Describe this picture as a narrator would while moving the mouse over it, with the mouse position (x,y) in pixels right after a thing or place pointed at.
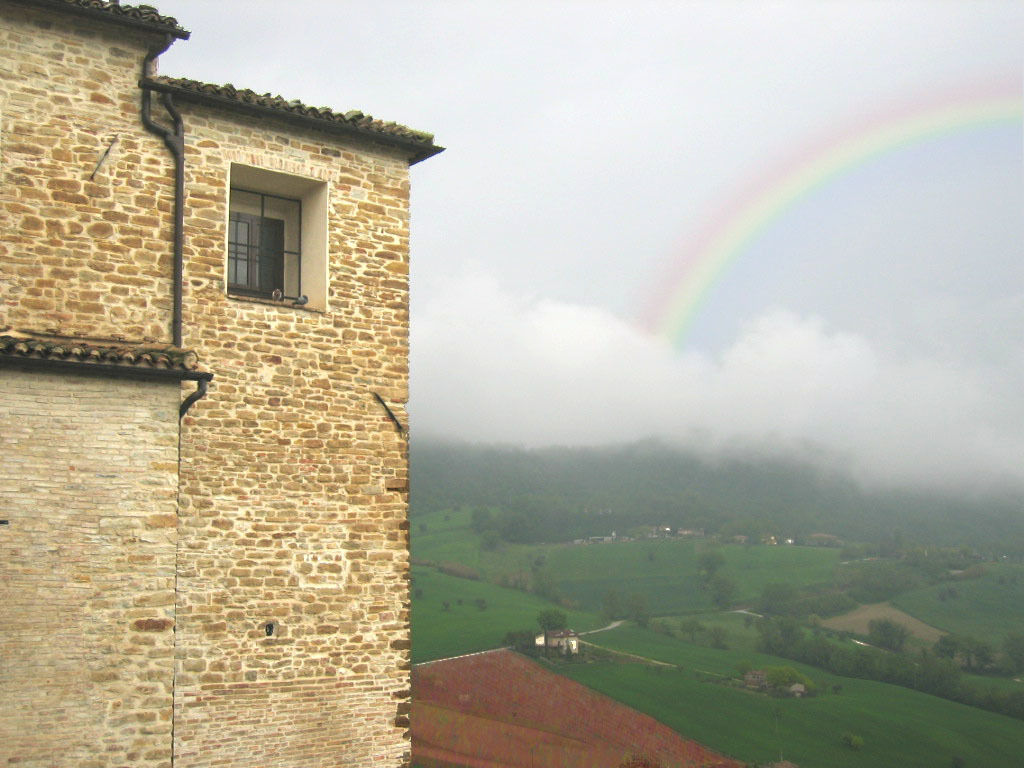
In this picture on the right side (693,764), we can see the ground (530,665) covered with red mud (502,704) and grass fields (712,727) surrounded by trees (802,599) and fog (588,387). On the left side (176,34), we can see a building (43,719) made of bricks (196,348) and windows (279,288). The sky (421,218) is cloudy with a rainbow (861,130).
